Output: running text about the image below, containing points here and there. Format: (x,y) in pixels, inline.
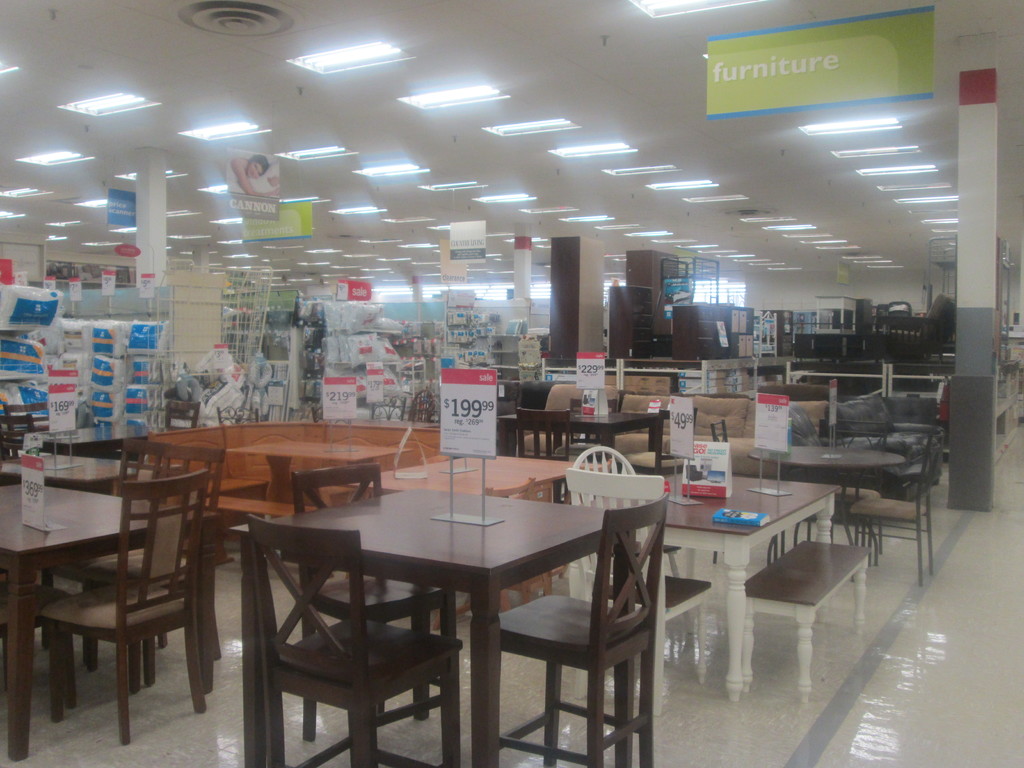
In this image there is a shop (433,629), in that shop (136,610) there are table (515,469) and chairs (614,527), in the background (379,347) there are racks (495,349), in that racks (394,346) there are some items (259,378), on the top (321,185) there is a ceiling (263,98) and lights (435,95).
